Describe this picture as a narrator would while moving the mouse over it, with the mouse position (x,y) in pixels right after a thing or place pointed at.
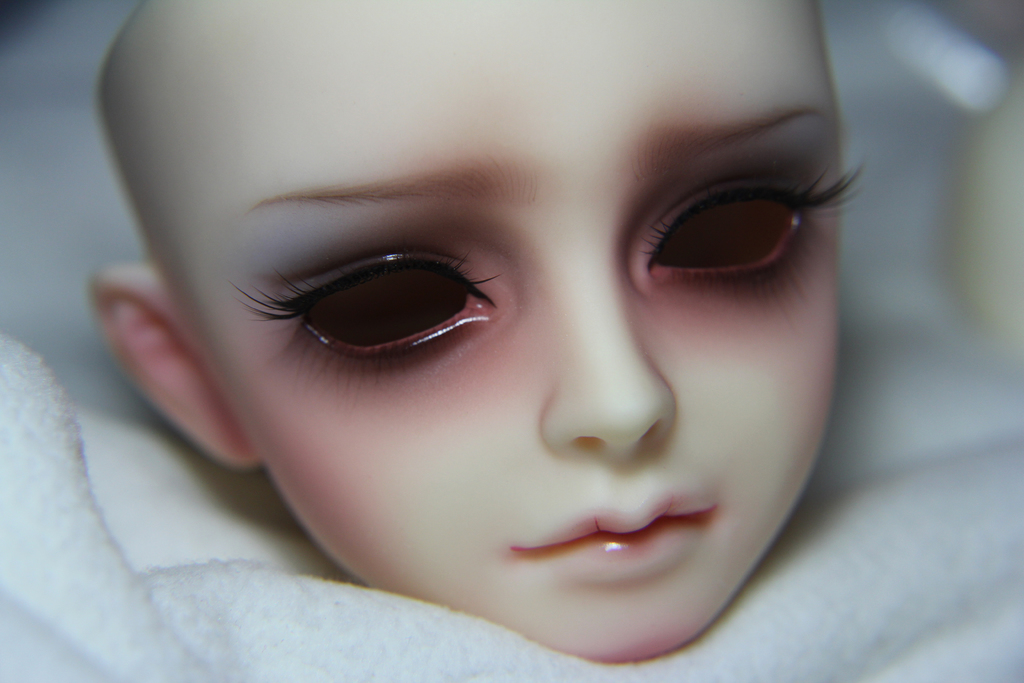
In this picture I can see there is a doll (429,570) placed on a white cloth (341,618). The backdrop is blurred.
